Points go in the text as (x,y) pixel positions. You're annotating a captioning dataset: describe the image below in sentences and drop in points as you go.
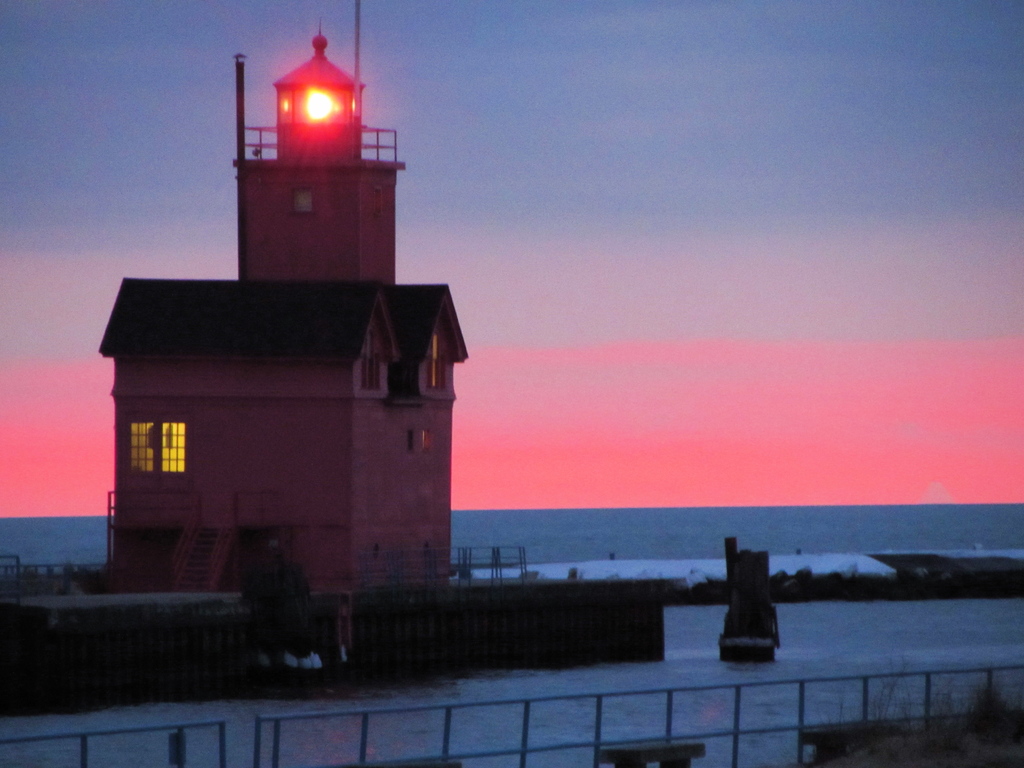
In the image there is a house (339,547) and around the house (398,438) there is a water surface (621,557).
